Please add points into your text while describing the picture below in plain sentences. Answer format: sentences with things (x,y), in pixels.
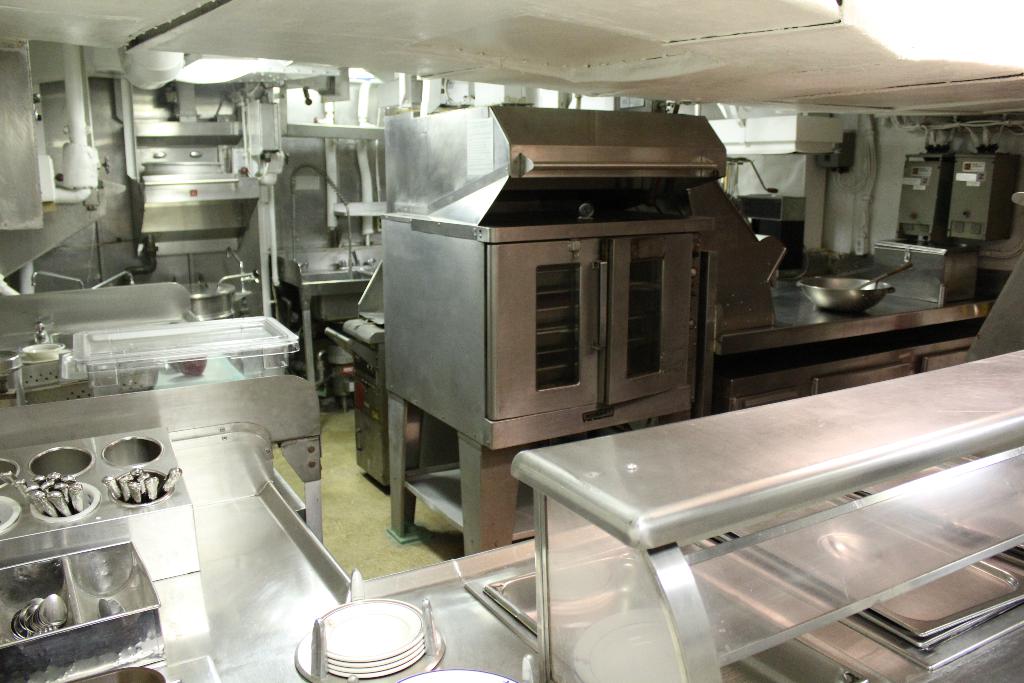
In this picture we can observe machinery (545,236) in the kitchen (405,204). We can observe spoons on the left side (45,481). There are some plates (340,633) placed on this desk (467,645). There is a bowl (806,288) placed on this desk (948,304). There are some pipes (331,161) in the background (363,94).
